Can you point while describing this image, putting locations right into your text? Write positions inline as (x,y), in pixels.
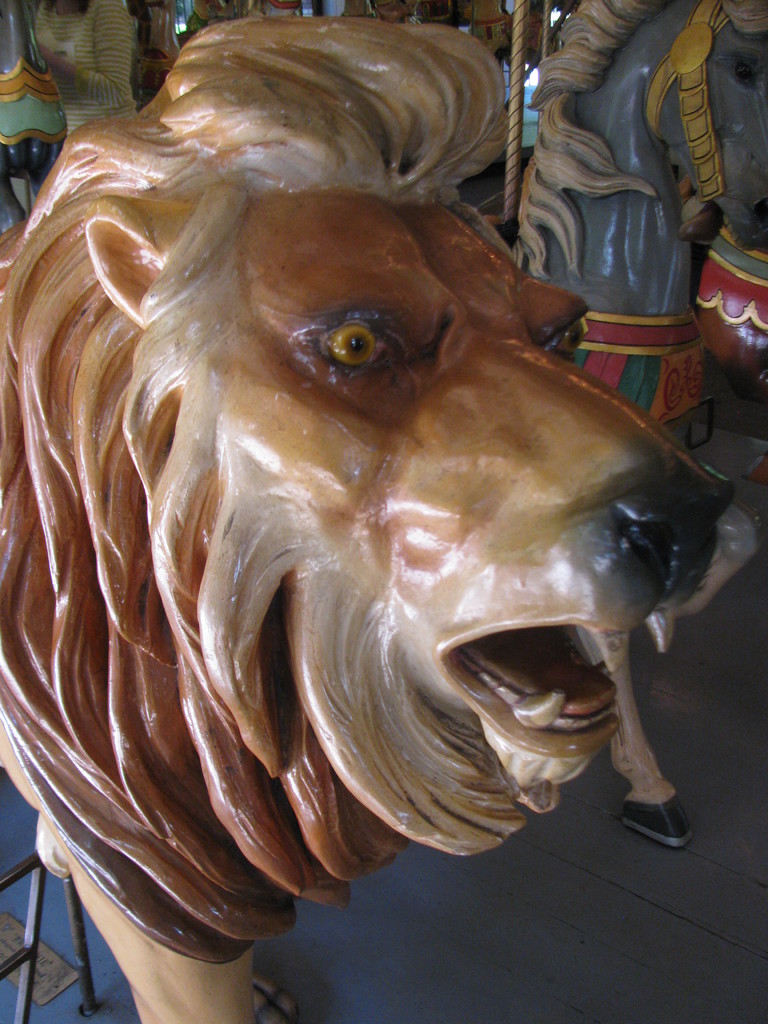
In this image we can see some statues (444,520) on the floor (716,827). We can also see some people (122,70).
